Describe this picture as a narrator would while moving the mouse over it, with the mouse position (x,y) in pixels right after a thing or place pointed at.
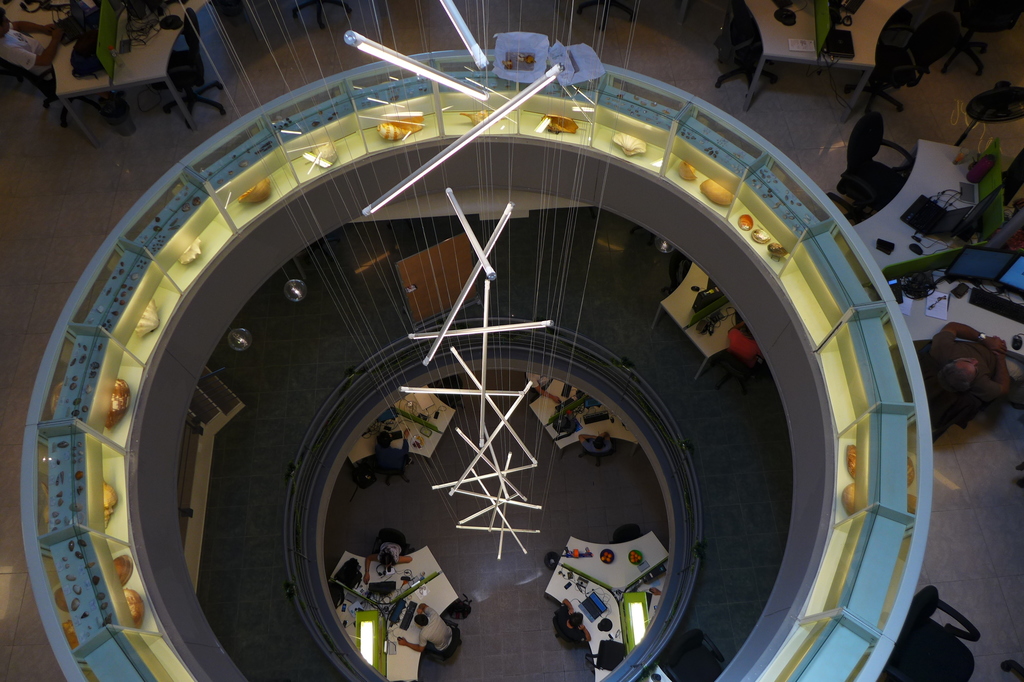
An inside picture of a building (357,292). The bulbs (534,87) are hanging with a string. This are tables (916,188) and chairs (874,166). Persons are sitting in-front of this tables (369,611). On this tables (576,565) there are laptops (963,215), cables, paper (944,312), pen (941,305) and bowls (612,561).
